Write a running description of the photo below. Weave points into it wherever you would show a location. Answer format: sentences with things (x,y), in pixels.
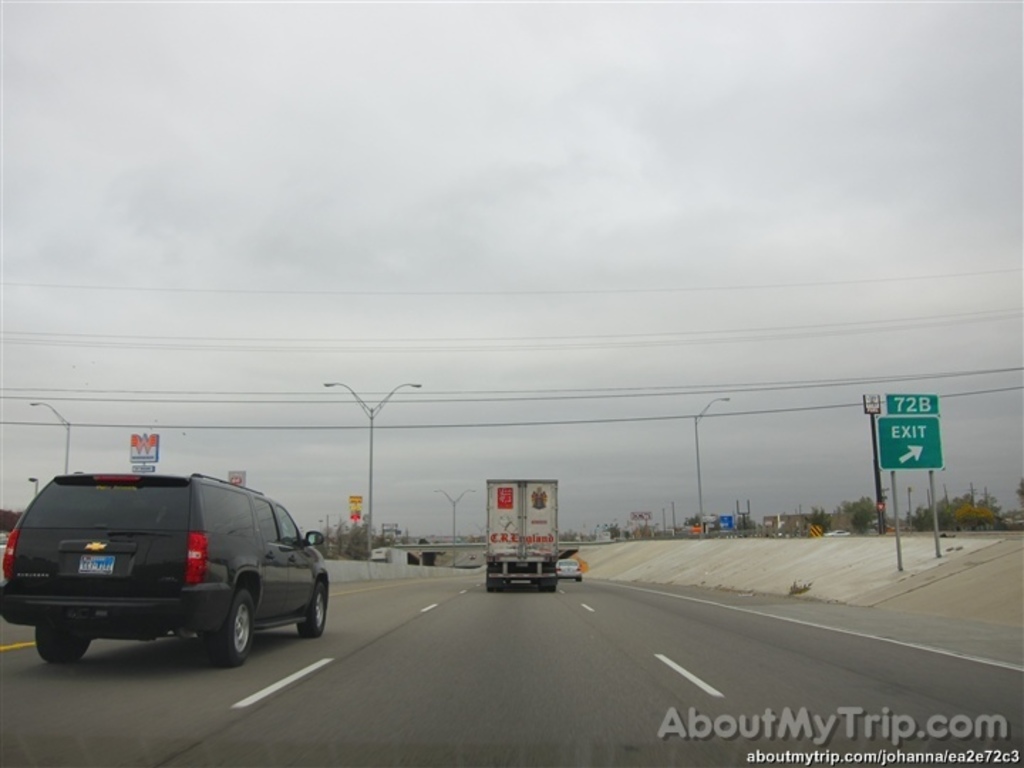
In this picture I can see couple of cars (139,605) and a truck (519,556) moving on the road (255,729) and I can see few sign boards (937,445) to the poles (879,496) and few pole lights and I can see a cloudy sky (482,248) and few buildings (768,517) and I can see text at the bottom right corner of the picture (862,710).
